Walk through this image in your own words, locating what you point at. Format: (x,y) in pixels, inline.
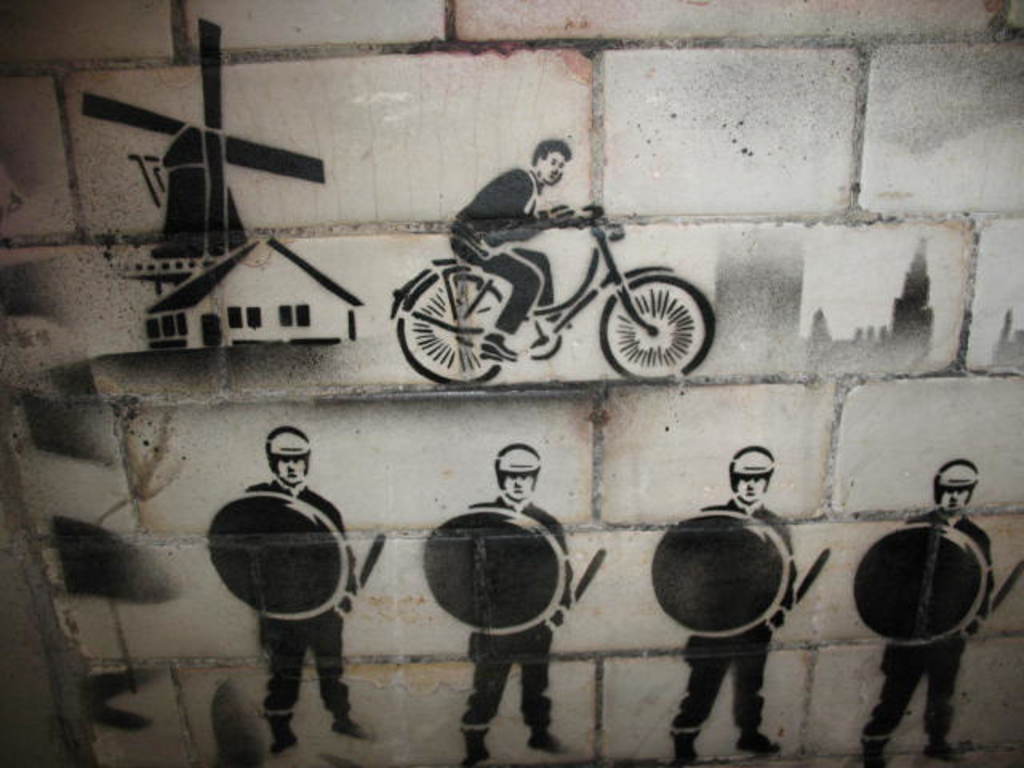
In this image we can see the wall (730,311) and on the wall (819,366) we can see the sketches (296,341) of a house (296,341) and also the people (527,497) and a person (465,245) with the vehicle (542,290).
